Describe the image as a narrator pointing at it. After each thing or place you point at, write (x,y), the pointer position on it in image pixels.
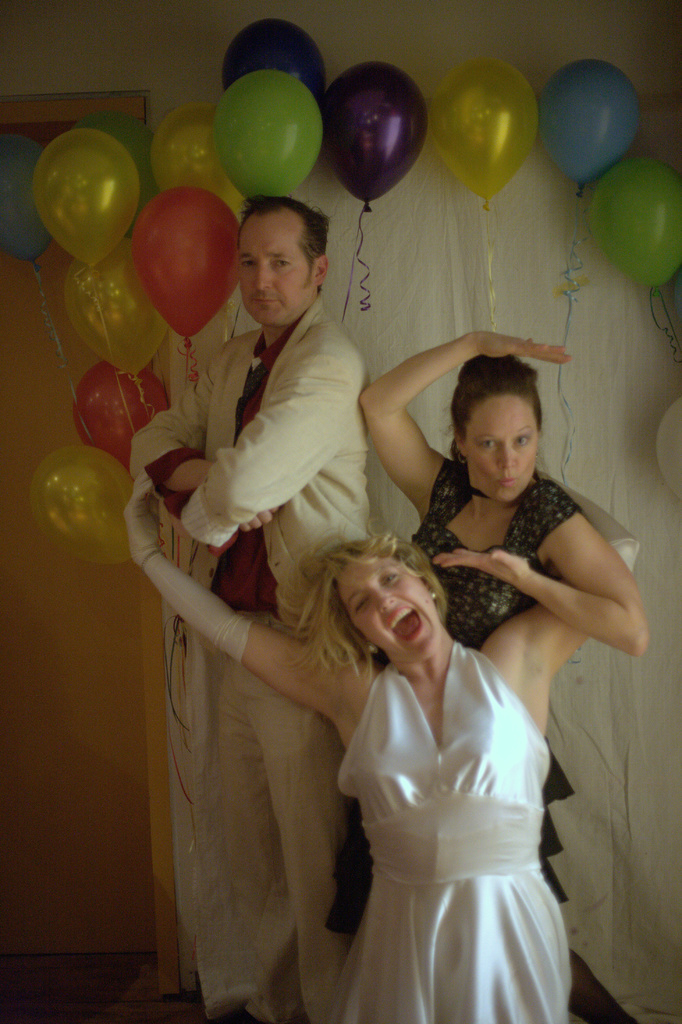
In the middle (278,362) a man (265,313) is standing, he wore a coat (299,453), trouser (280,720). Beside him a beautiful girl (471,843) is there. She wore a white color dress (442,798), there are balloons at the top (264,169).
